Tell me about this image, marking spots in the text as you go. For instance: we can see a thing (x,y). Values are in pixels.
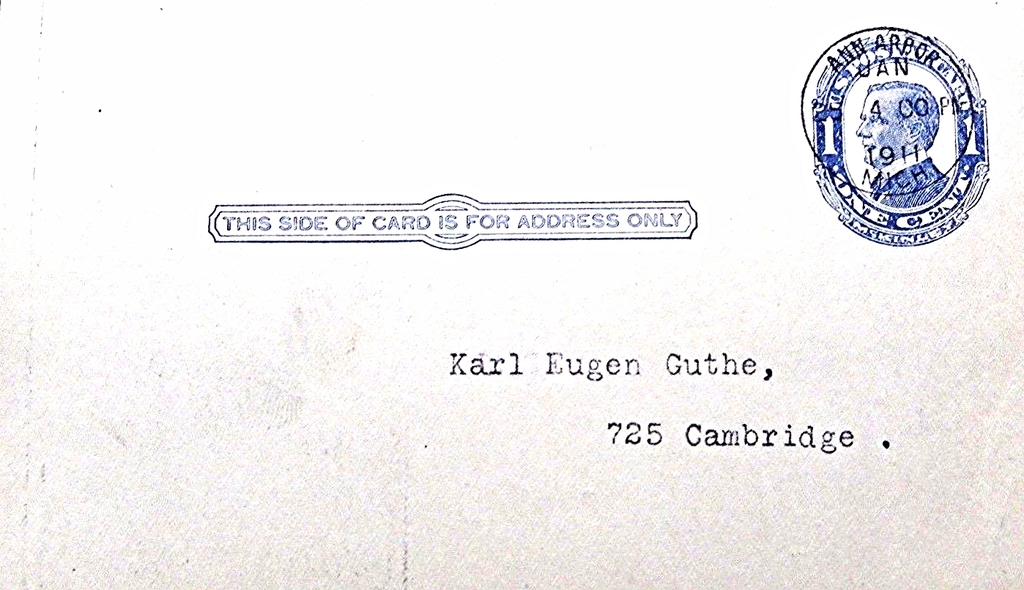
In this picture I can see there is a postcard (150,428), there is something written on it and there is a stamp (906,166) onto the right side (920,99) top corner.
